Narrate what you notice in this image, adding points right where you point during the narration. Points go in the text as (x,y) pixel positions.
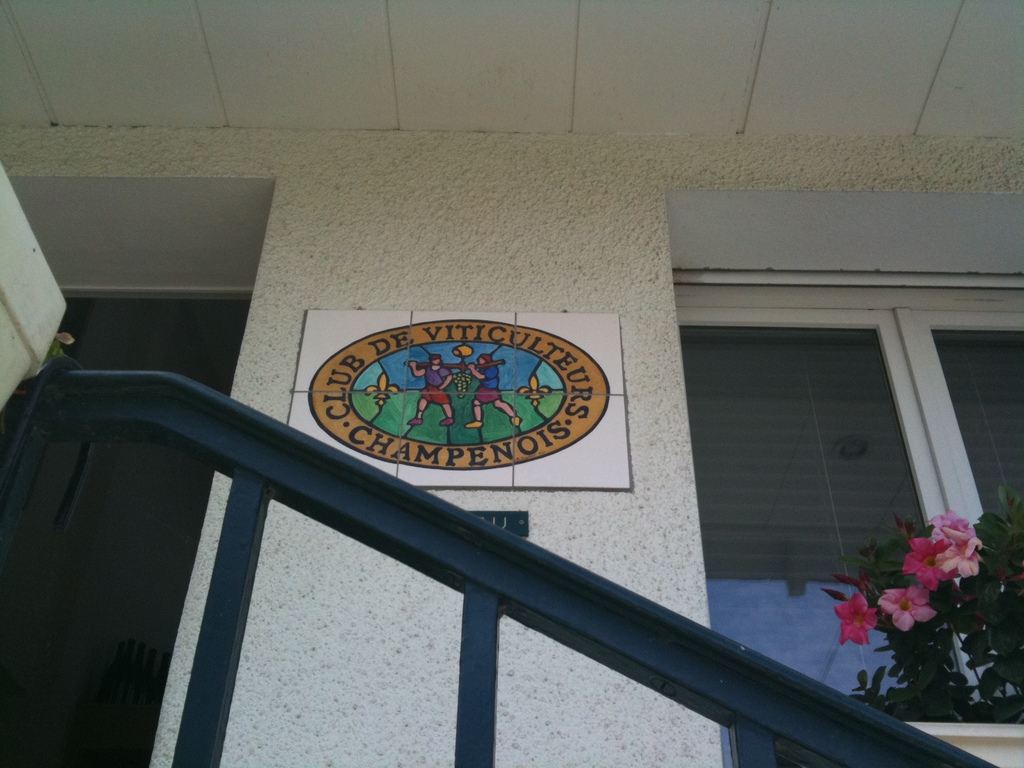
Here we can see a wall (604,726), boards (579,477), glasses (772,375), plants (1004,703), and flowers (910,553).
